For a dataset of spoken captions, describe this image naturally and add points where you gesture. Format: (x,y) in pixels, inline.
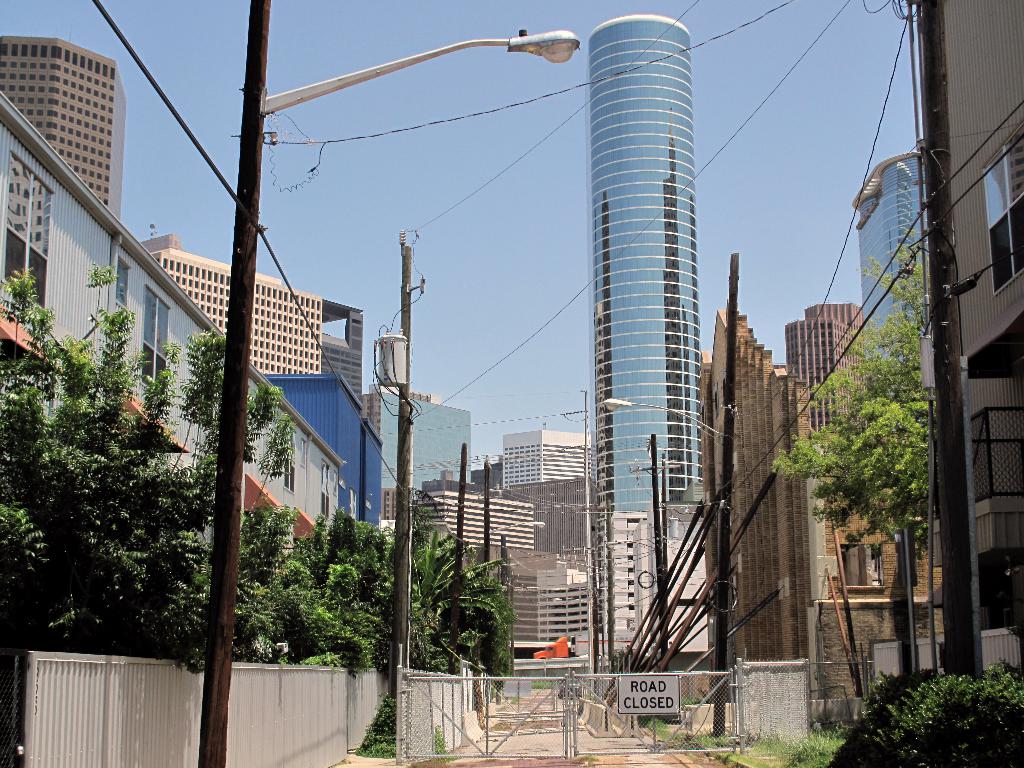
In this image we can see the buildings (828,625), trees (414,551), electrical poles (658,538), light poles (251,105) with wires (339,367). We can also see the gate (487,711) with the text board (674,687). We can also see the fence (103,746), grass (813,746) and also the path (543,754). Sky (533,221) is also visible in this image.
